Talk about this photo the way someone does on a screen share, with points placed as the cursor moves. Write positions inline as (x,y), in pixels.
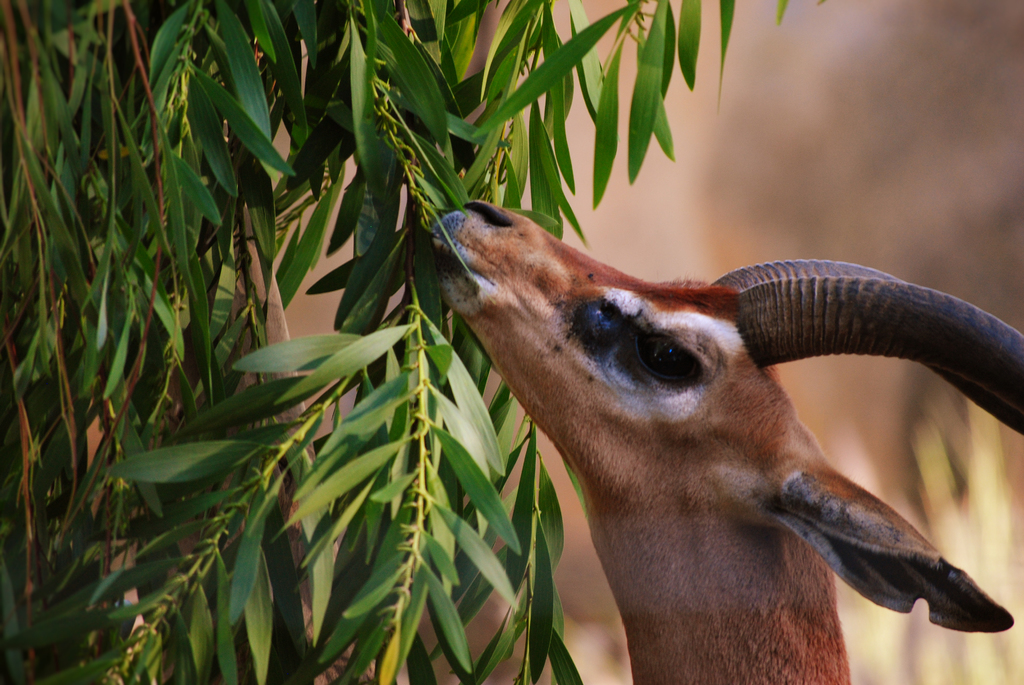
In this picture, we see the gerenuk (641,514) is grazing the leaves (427,265). On the left side (254,87), we see the trees (339,311). In the background (725,123), it is brown in color. This picture is blurred in the background (726,194).
